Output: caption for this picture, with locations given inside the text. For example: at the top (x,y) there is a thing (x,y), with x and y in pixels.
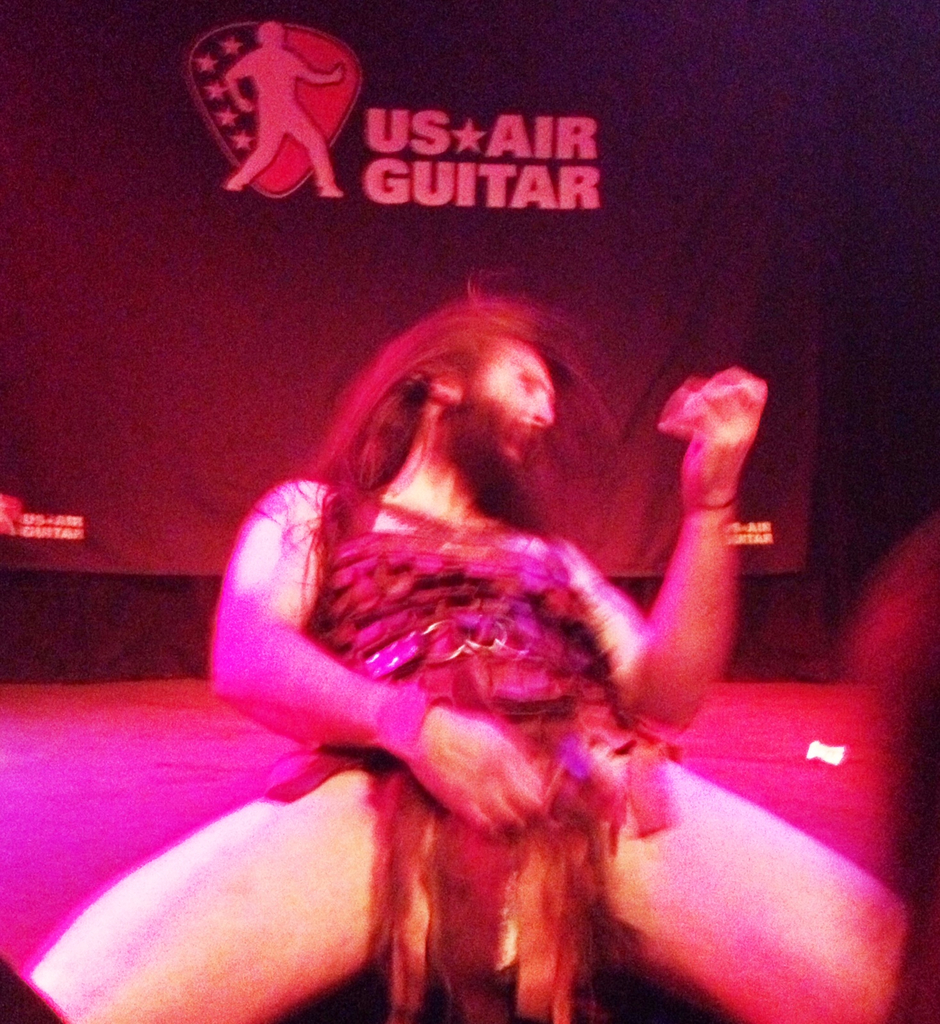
In this image I can see a person (195,962) wearing a costume (580,798). It seems like this person (213,851) is dancing on the floor (92,815). In the background (299,263) there is a board (208,266) in the dark. On the board (474,197), I can see some text (389,168).
